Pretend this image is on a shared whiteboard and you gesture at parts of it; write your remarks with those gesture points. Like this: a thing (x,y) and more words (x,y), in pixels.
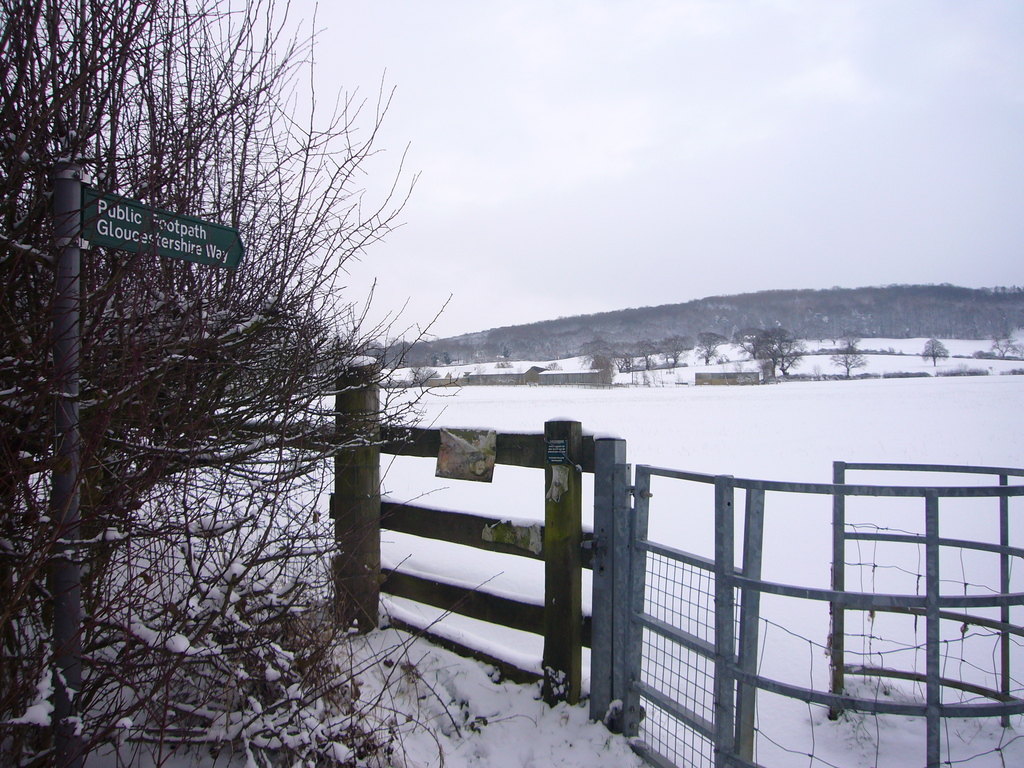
This image consists of a plant (106,468). And we can see a board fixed to a pole (57,720). On the right (875,698), there is a gate (727,634) and the fencing (393,594). At the bottom (964,757), there is snow (590,727). In the background (818,334), we can see a mountain (407,361). At the top (495,155), there are clouds (653,202) in the sky (588,300).
